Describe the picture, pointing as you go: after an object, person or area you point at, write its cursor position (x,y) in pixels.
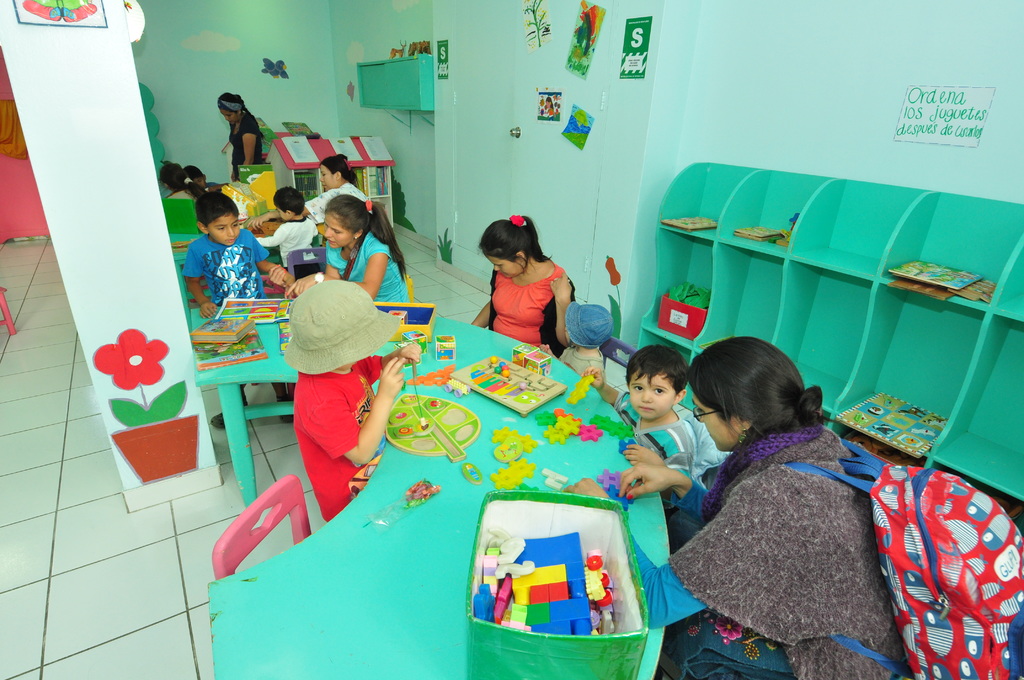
As we can see in the image there is a wall (676,87), few people (750,495) here and there, chairs (222,565) and tables (456,549). On table (467,543) there are building blocks (522,355) and puzzles (279,308).
